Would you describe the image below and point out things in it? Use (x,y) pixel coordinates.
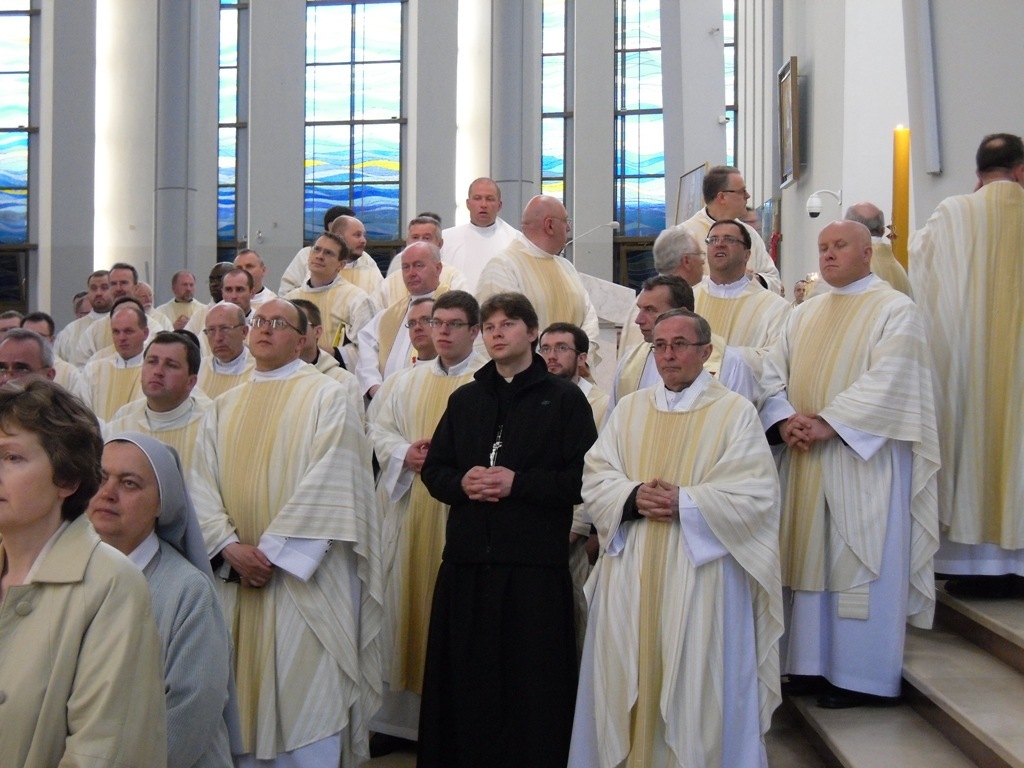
This image is taken inside the church (409,45). In this image we can see many people (572,449) standing. In the background (343,139) we can see the glass window (617,117). Stairs (936,721) are also visible in this image.
